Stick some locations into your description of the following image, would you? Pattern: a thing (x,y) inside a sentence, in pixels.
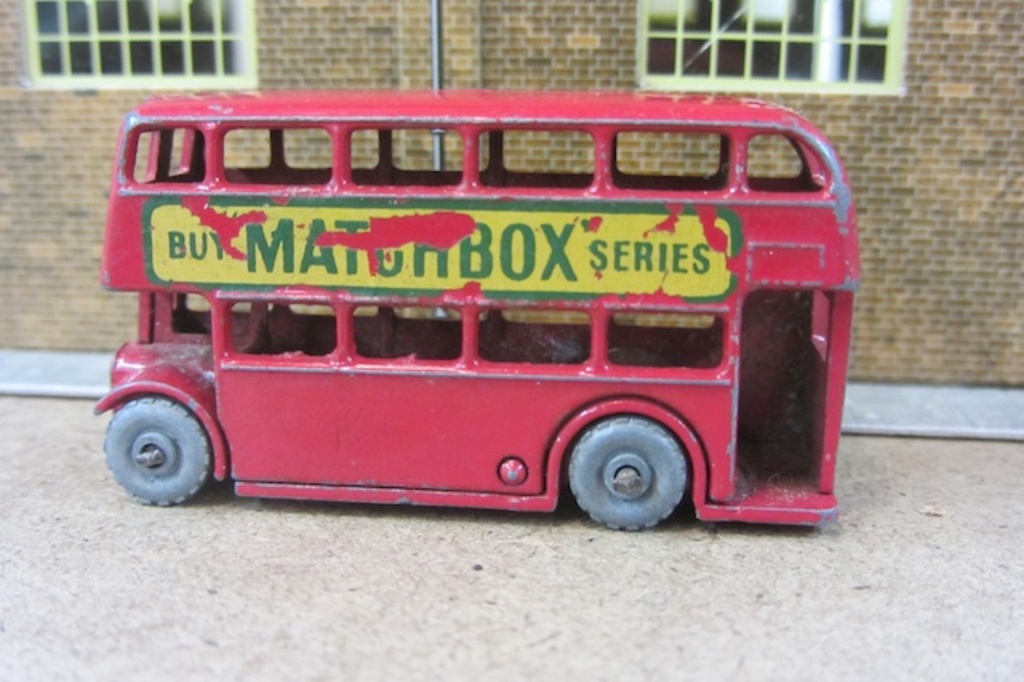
In this image there is a red toy car (341,335). In the background (436,75) there is building (792,80).
